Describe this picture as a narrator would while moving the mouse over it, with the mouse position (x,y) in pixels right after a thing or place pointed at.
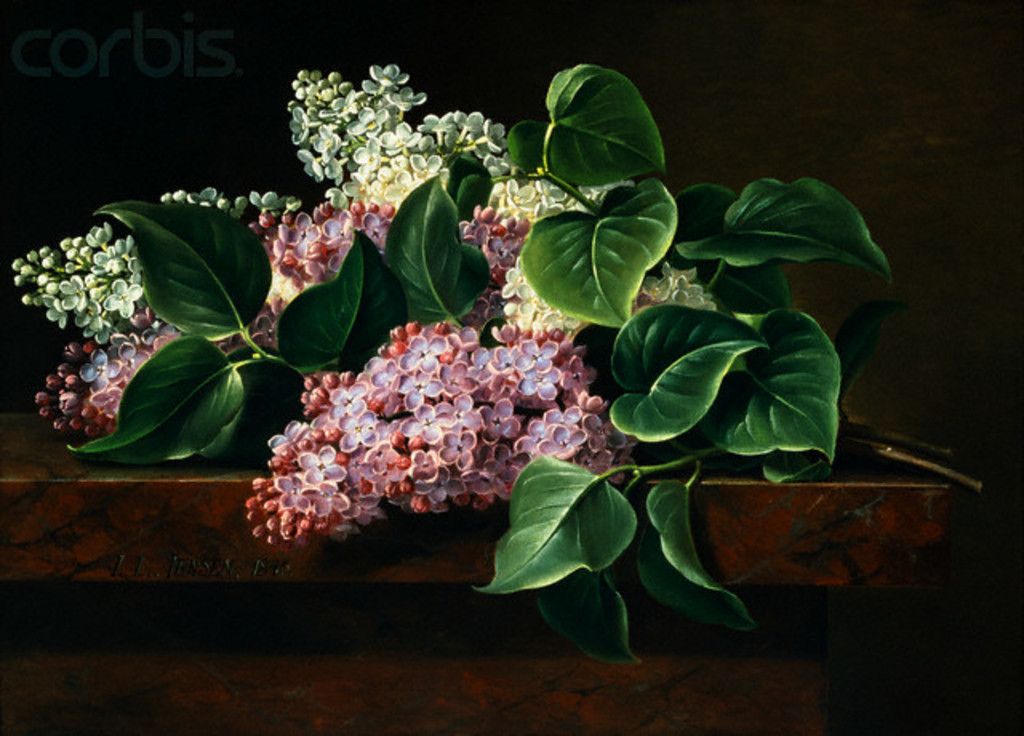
In the foreground of this image (414,379), there are an artificial flowers (505,395) and leaves (695,373) are placed on a table (827,549). In the background (844,146), there is a wall (833,147).
